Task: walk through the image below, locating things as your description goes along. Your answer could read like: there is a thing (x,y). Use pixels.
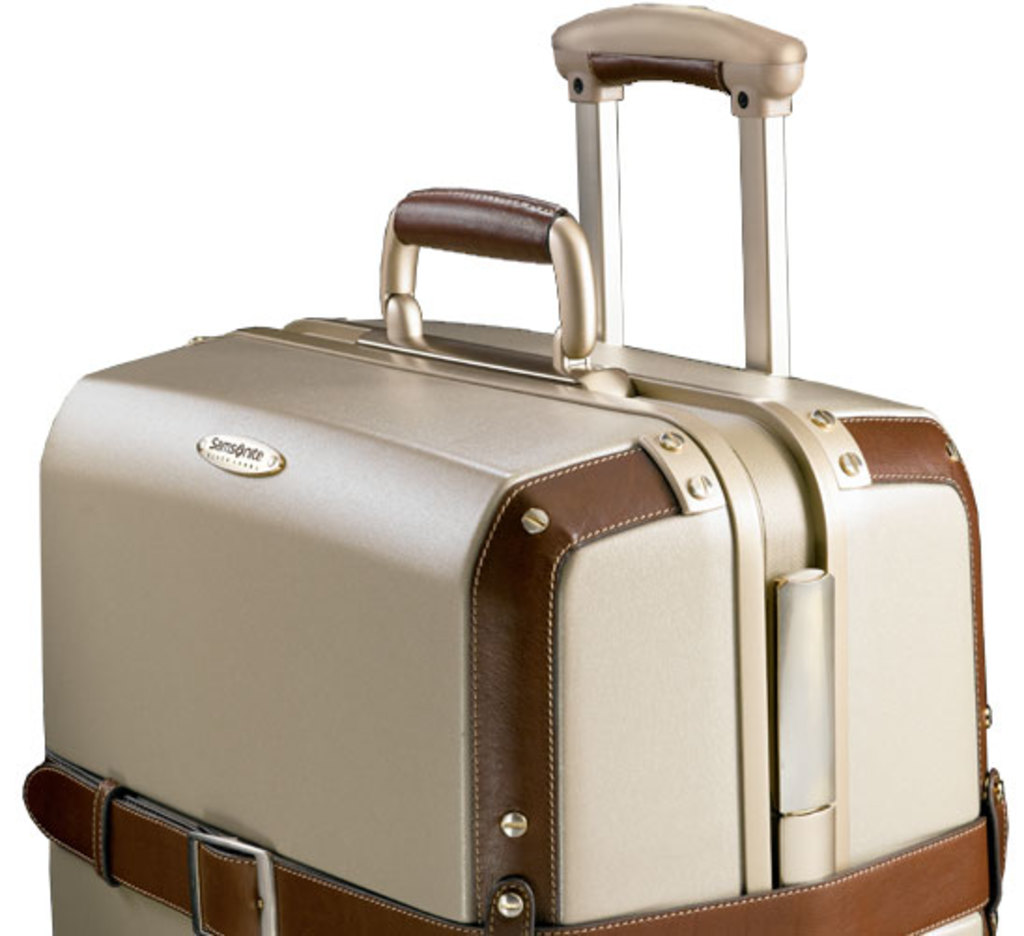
In the image it is a screenshot of a picture, it is a luggage bag (457,565) it is of cream and brown color there are two handles (601,226) for this luggage (558,777), there is also a belt (219,893) in front of the luggage (587,604).
